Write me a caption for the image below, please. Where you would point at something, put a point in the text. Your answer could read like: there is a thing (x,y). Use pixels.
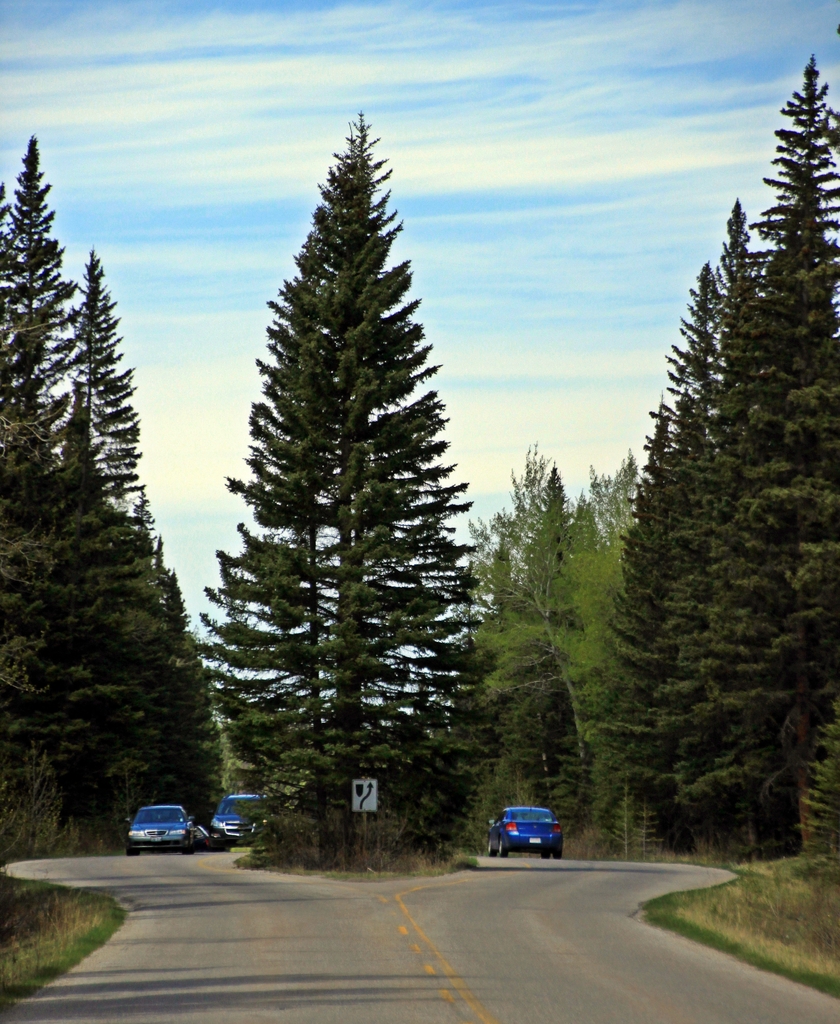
There is a two way road (367,952) on which, there are vehicles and there are trees (456,832) on the divider (369,856). On both sides of this road (307,983), there is grass (839,929), there are plants (47,793) and trees (592,610) on the ground (815,882). In the background (267,87), there are clouds (215,155) in the blue sky (199,103).
